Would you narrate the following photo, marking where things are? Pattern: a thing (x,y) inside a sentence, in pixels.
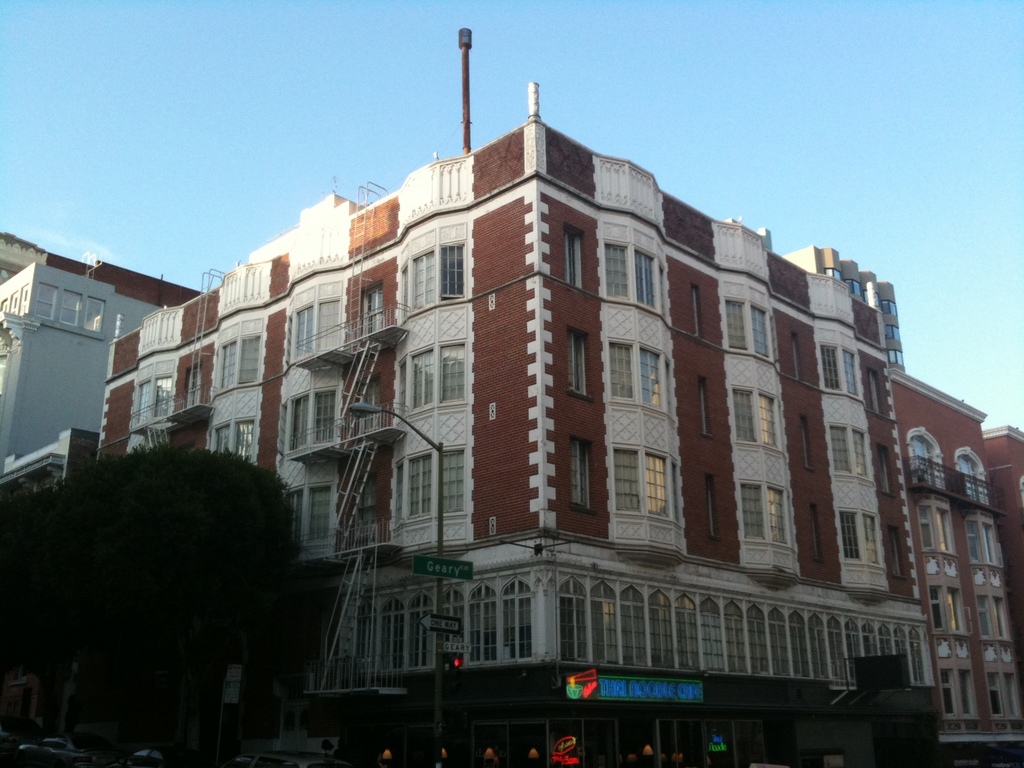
In this image I can see few trees (176,506), few vehicles (41,762) on the road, few stairs (361,553), a street light pole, two boards (463,568) attached to the pole (441,544), a traffic signal (464,661) and few buildings (426,453). In the background (283,125) I can see the sky (763,92).
